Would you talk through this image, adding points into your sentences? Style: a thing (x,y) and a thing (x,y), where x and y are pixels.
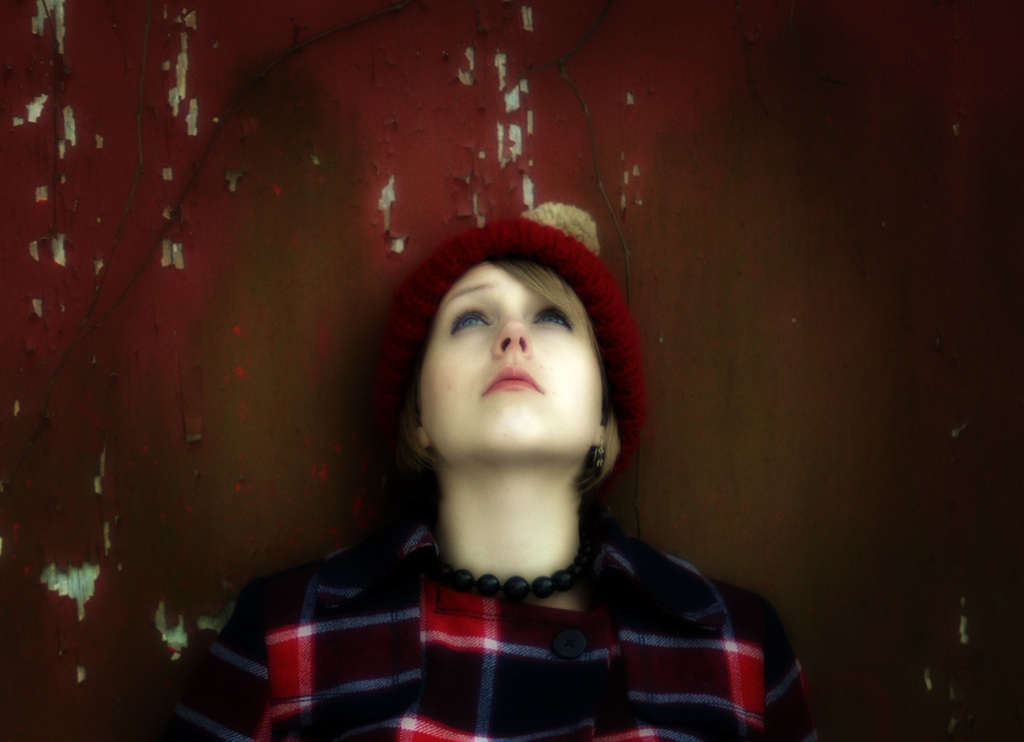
In this image we can see a woman (592,542) wearing a red cap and in the background (680,133), we can see the wall (264,269).
